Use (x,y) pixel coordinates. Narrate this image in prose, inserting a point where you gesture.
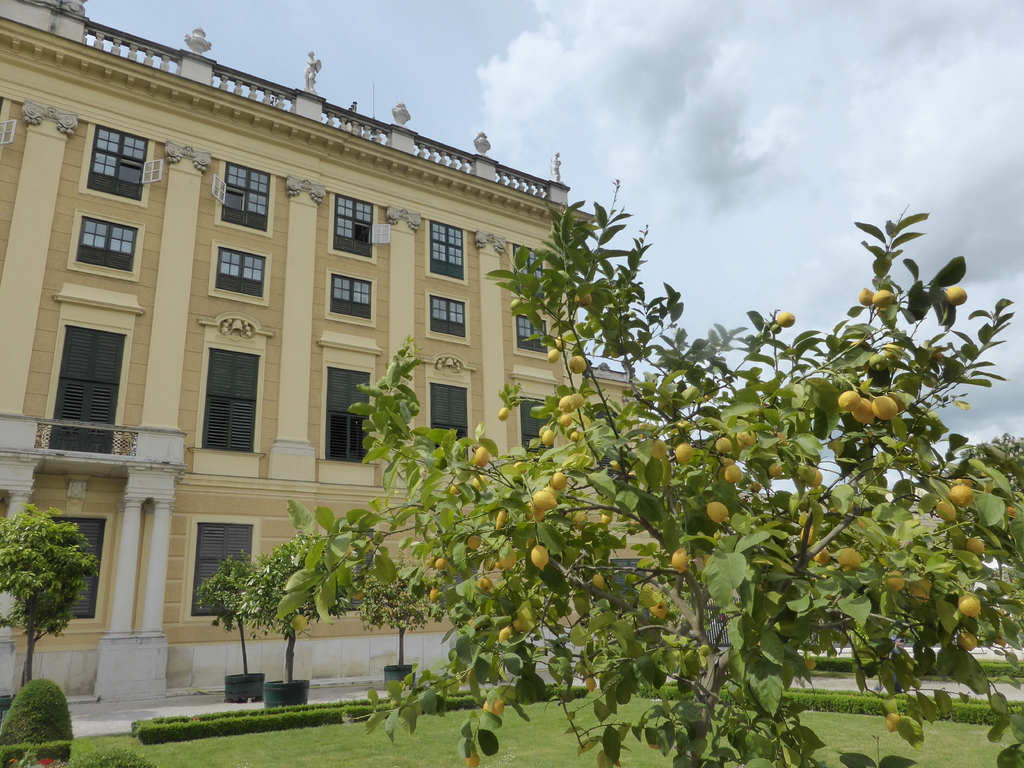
In front of the image there is a lemon tree (705,385) with lemons (847,399) on it, behind the tree (634,574) there are bushes (296,721), plants (220,584), trees (237,576) and a building (471,418), at the top of the image (586,148) there are clouds (625,127) in the sky (645,94).
